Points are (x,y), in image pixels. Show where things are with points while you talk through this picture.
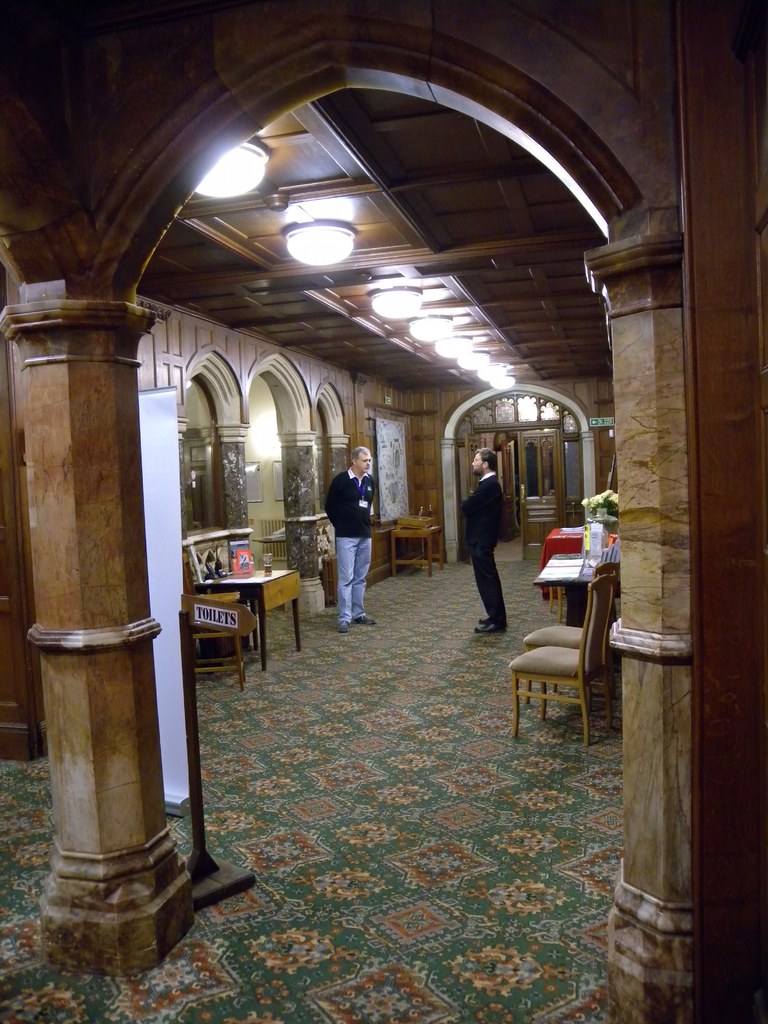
In this image there are two men (368,518) standing, there are chairs (510,666), there are tables (559,550), there are objects (233,567) on the tables (542,550), there is a board (167,540), there are pillars (632,517), there is a wall (150,105), there is a roof (378,278), there are lights (439,321).
